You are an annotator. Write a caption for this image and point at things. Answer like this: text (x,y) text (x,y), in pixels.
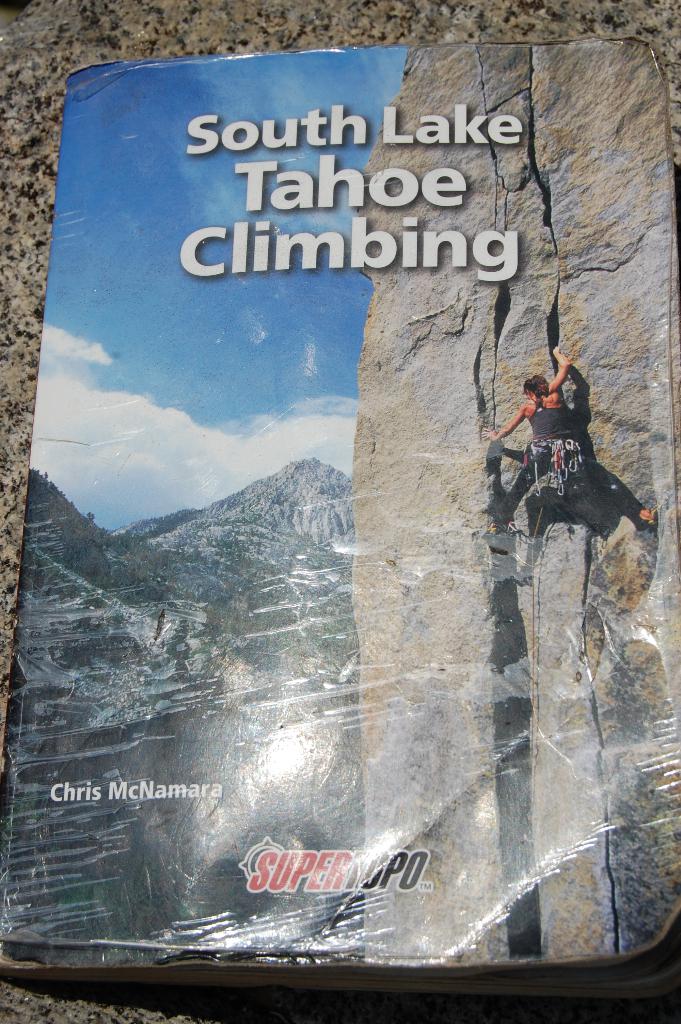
As we can see in the image there is book (369,447). On book (321,611) there are hills (207,642), a person (540,403) wearing black color dress (537,419), sky (173,296), clouds (128,392) and there is something written.
